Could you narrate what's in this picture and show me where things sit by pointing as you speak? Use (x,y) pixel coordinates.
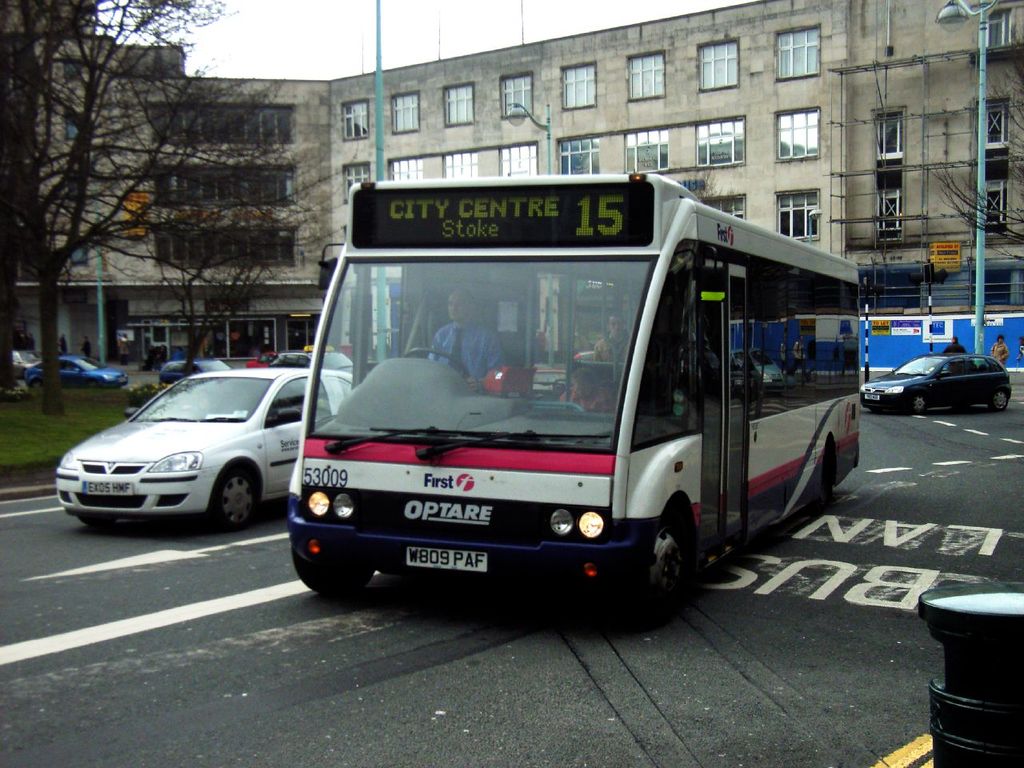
In this picture we can see vehicles (245,428) on the road (460,655), grass (96,428), trees (51,199), poles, posters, buildings (707,170) with windows (567,150), some people (444,346) and some objects (497,375) and in the background (429,27) we can see the sky (292,44).
